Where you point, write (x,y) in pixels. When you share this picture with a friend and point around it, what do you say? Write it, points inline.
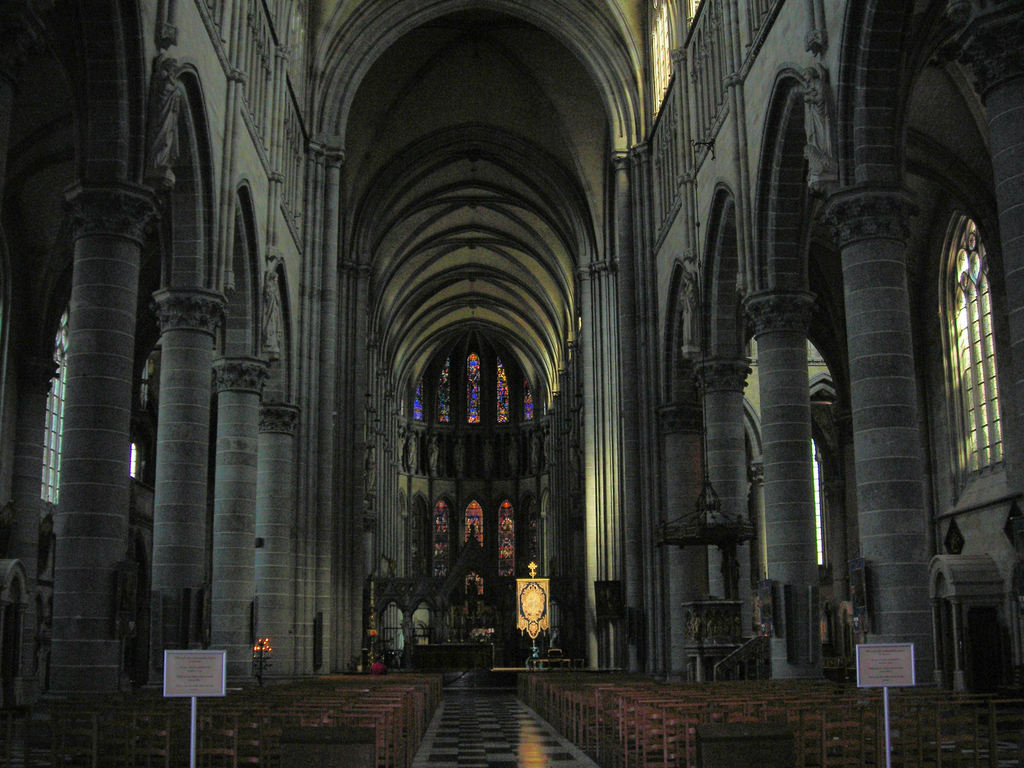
This image is an inside view of a building (473,249) with pillars (197,453), windows (46,443), a board (210,652) with some text (189,681) and wooden benches (313,713) on both sides of the image. In the center (561,385) I can see a well carved construction (487,448).
